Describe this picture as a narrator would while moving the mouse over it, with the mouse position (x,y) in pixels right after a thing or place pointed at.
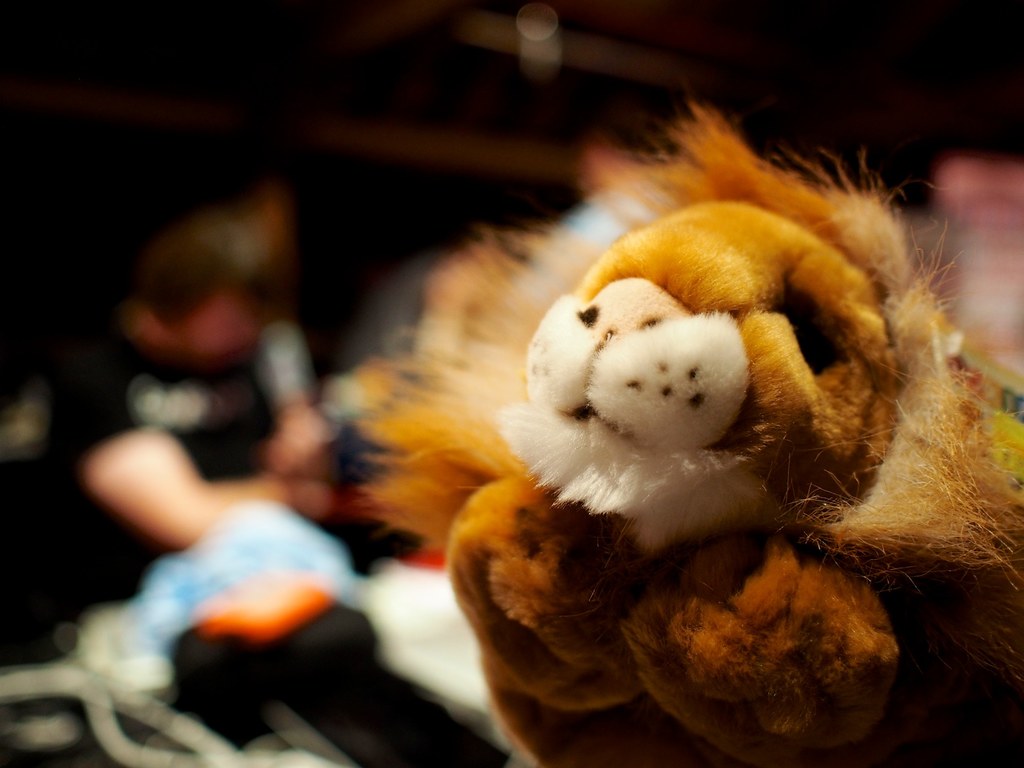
In this image we can see a soft toy (798,412) and we can see few objects (284,716) in the background (234,262).
